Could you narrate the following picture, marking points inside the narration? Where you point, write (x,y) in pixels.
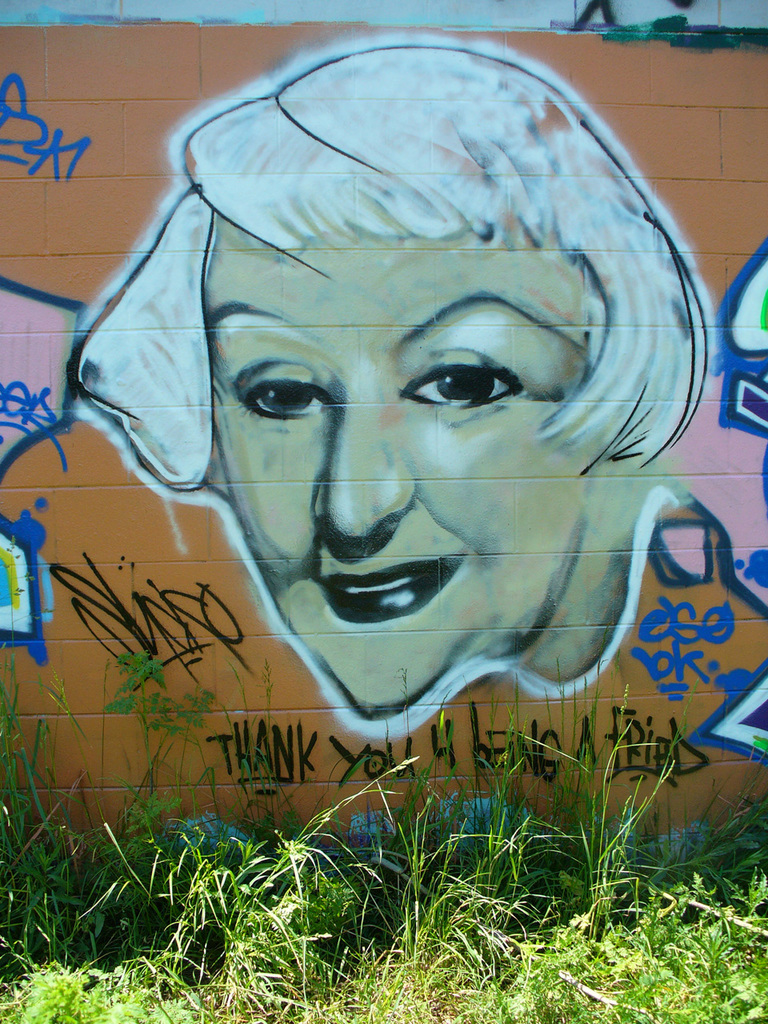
In this image there is a wall (98,652). There is a painting (306,500) of a face (338,468) of a person (388,325) on the wall (400,349). Below the painting (388,643) there is text (533,728) on the wall (126,766). At the bottom (241,979) there are plants (235,820) and grass (438,968) on the ground (438,968).
